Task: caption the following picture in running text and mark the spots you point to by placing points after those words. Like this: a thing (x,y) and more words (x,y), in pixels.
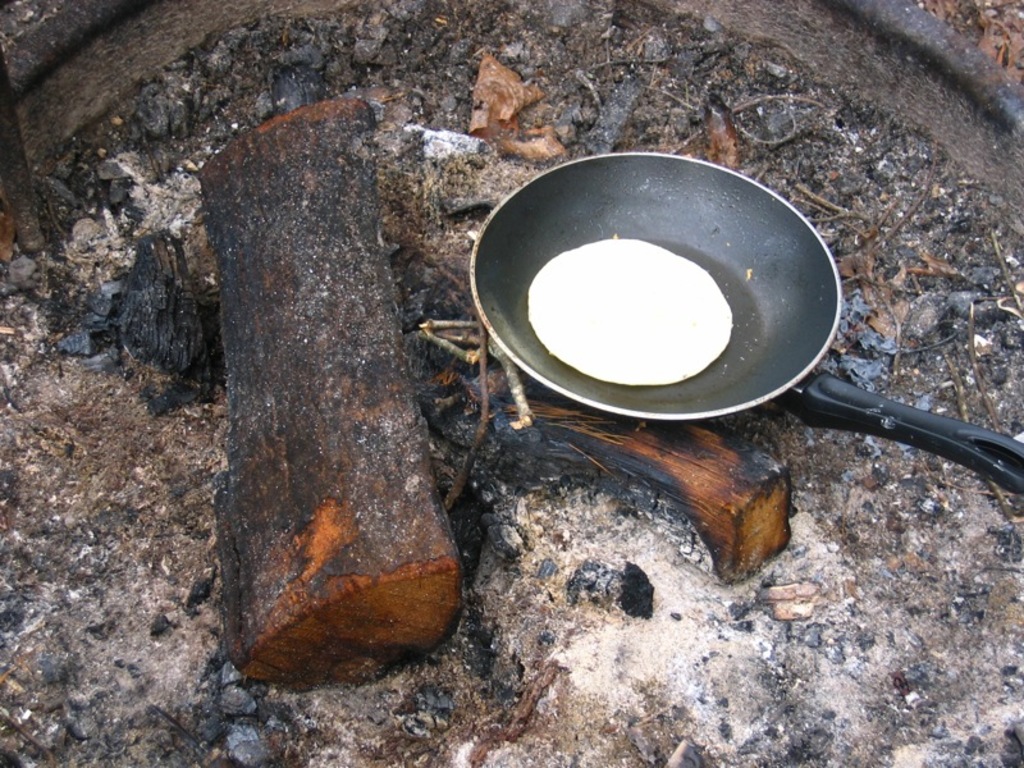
In this picture we can see a pan (507,309) with food item (621,382) in it, wooden logs (302,489), sticks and these all are placed on the ground (473,231).
